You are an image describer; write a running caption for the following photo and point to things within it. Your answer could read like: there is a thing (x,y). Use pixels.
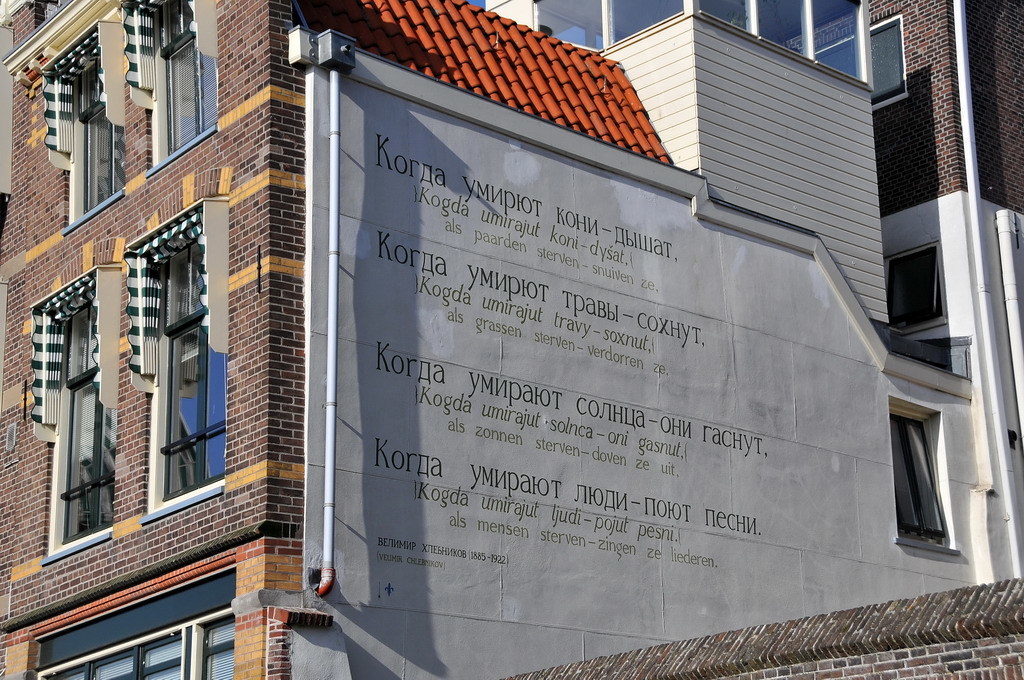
As we can see in the image there is a building (586,280), windows (191,446), pipe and red color rooftop (550,112).
